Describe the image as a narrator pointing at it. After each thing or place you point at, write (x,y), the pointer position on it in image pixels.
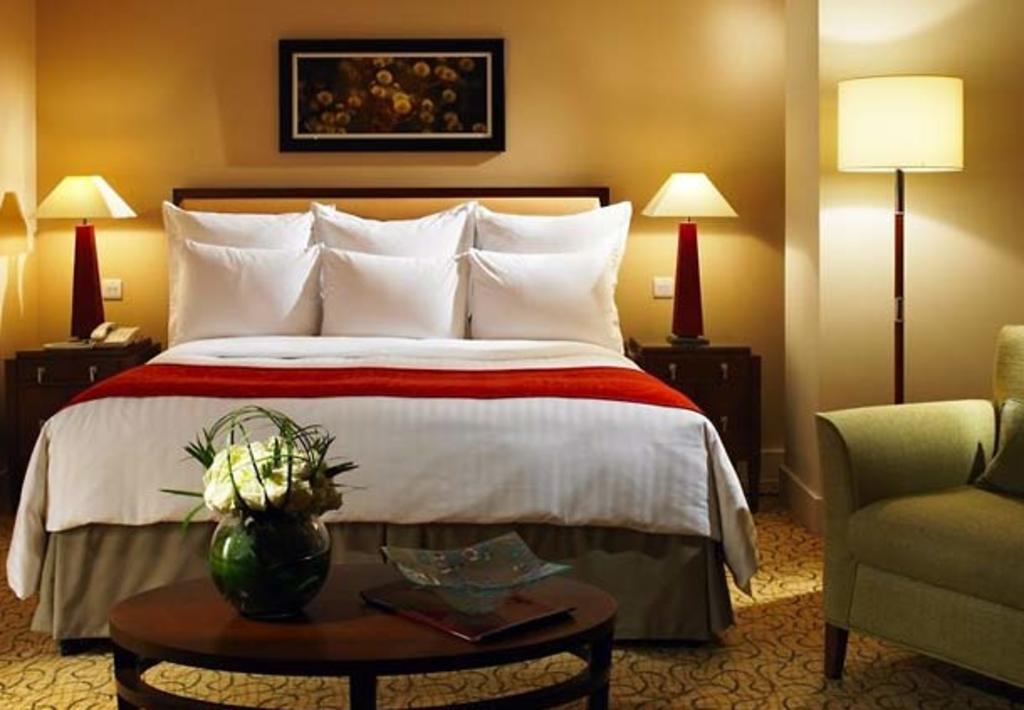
This is a picture of a bedroom (364,503) where there is a flower pot (217,581) and a glass plate (415,572) in the table (178,600) and a bed (387,517) with white and red color blanket (443,517), 6 pillows (197,302), a photo frame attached to the wall (245,125), and a lamp (699,308) up of the cupboard (127,362), and a lamp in the carpet (778,542) and a couch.
